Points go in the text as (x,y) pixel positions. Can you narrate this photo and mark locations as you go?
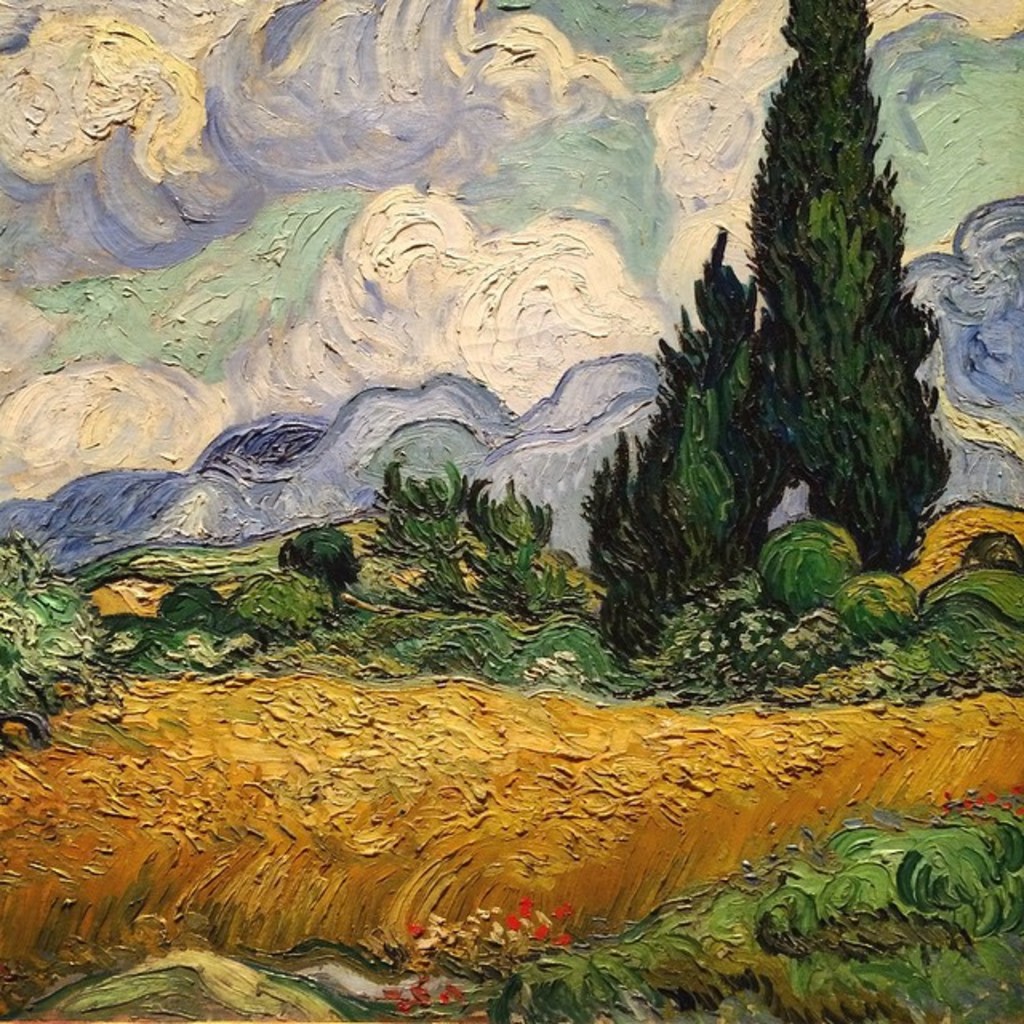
This is the picture of the painting (409,452). In this picture, we see the grass (550,964), trees (724,548) and flowers (556,910). These flowers (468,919) are in red color. In the background (541,254), it is in white, green and blue color.
